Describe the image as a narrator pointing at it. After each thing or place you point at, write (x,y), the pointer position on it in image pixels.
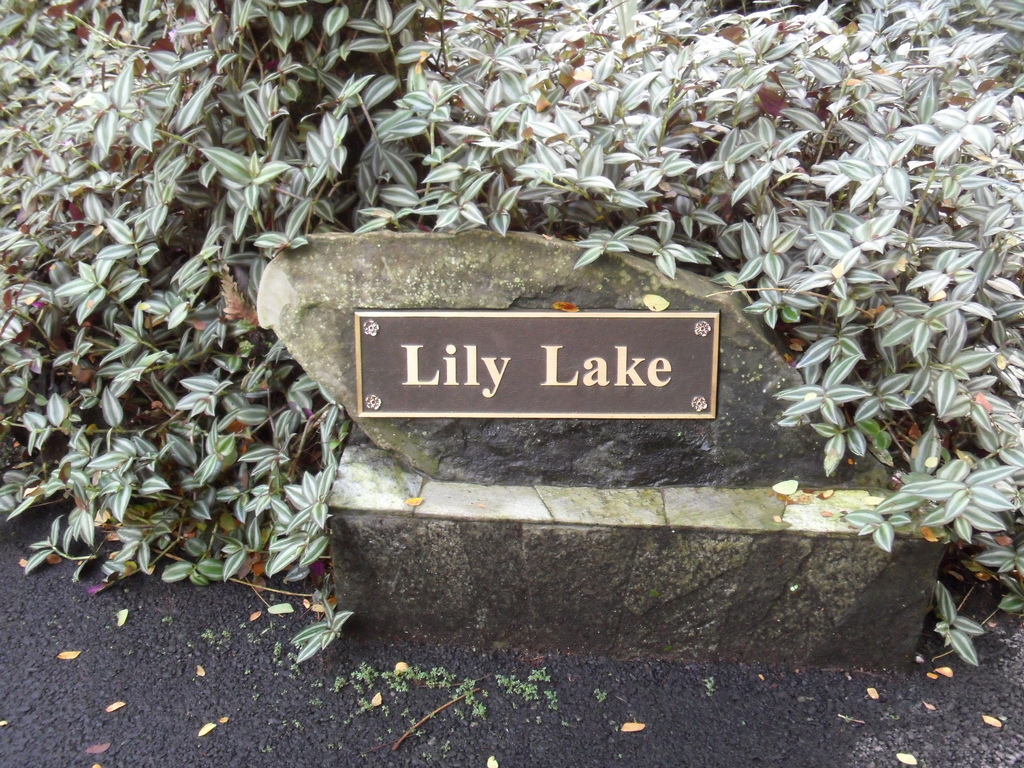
In this picture there is a board (512,353) which is placed on the stone (610,441), beside that I can see the plants (466,141). On the left (100,294) I can see many leaves (80,284). At the bottom (346,721) it might be the road (552,721).
